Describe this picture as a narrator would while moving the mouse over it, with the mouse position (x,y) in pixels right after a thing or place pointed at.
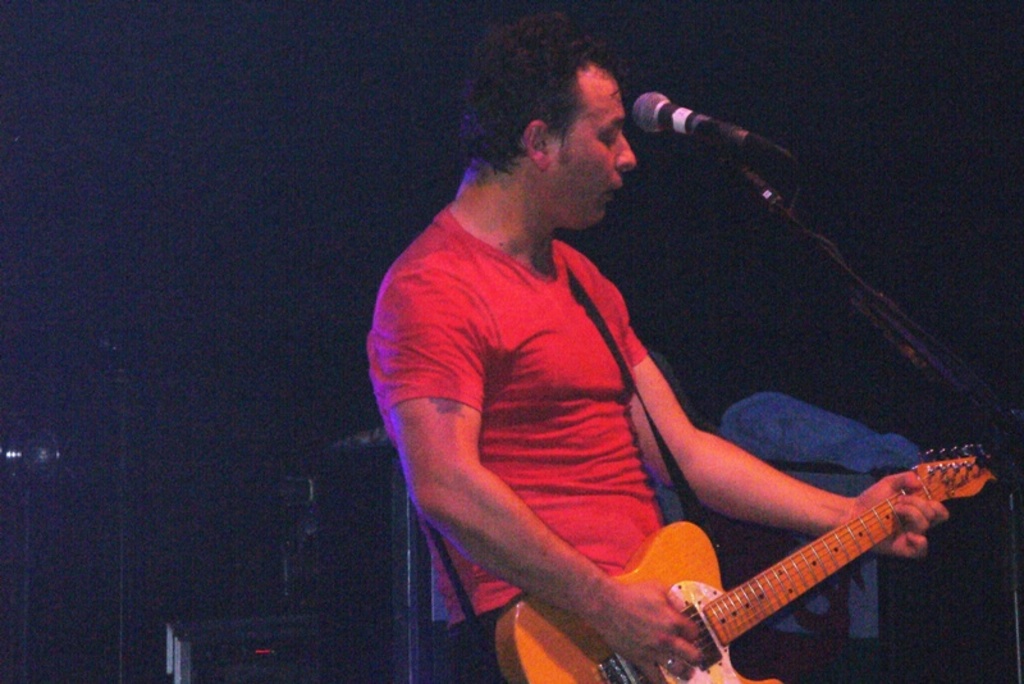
On the background of the picture (246,207) it's very dark. Here we can see one man (545,44) wearing a red shirt (614,351) standing in front of a mike (787,203) and playing a guitar (740,610).
